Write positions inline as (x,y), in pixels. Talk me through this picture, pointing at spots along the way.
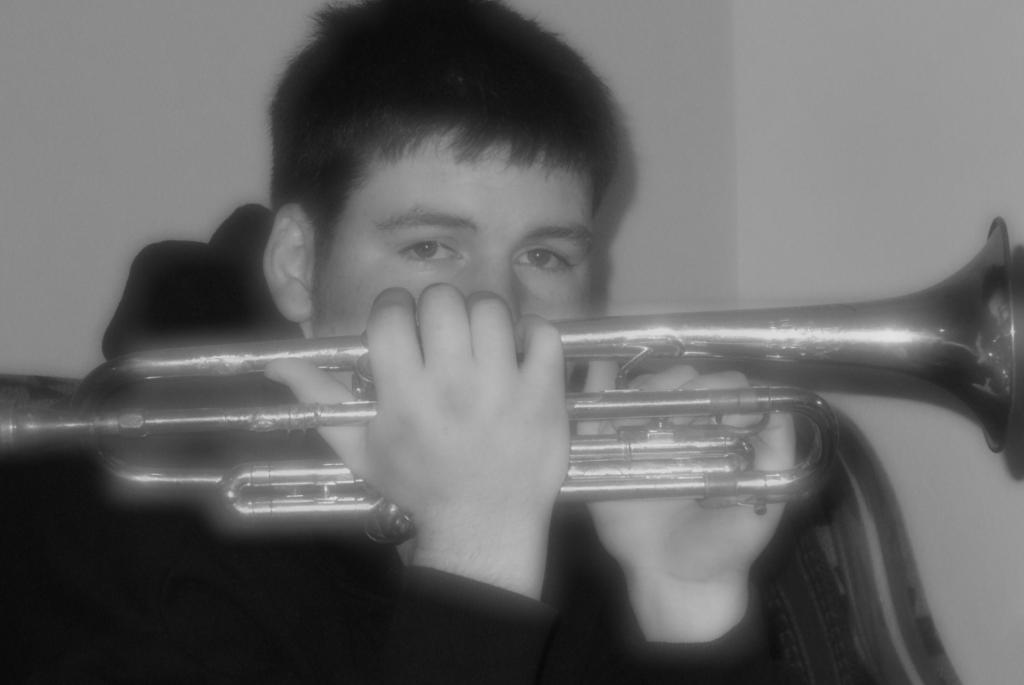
It looks like a black and white image. We can see a man (409,482) is holding a trumpet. Behind the man (533,435), it looks like a chair (777,533) and a wall (768,143).
